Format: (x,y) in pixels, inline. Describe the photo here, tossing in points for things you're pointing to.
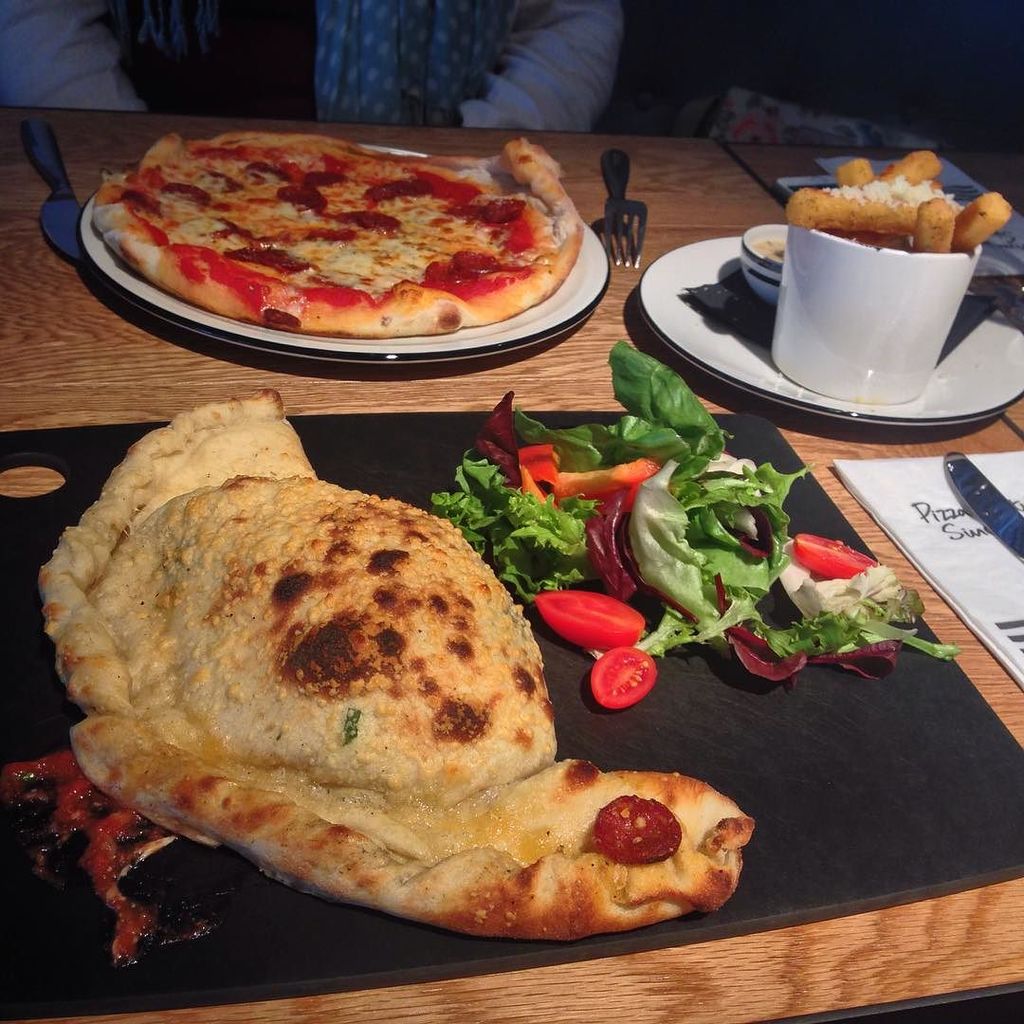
in this image I can see a table (660,215), on the table (660,215) I can see a food item (555,279) and bowls (804,284) and paper (929,542) and at the top (27,100) I can see person (437,96).
